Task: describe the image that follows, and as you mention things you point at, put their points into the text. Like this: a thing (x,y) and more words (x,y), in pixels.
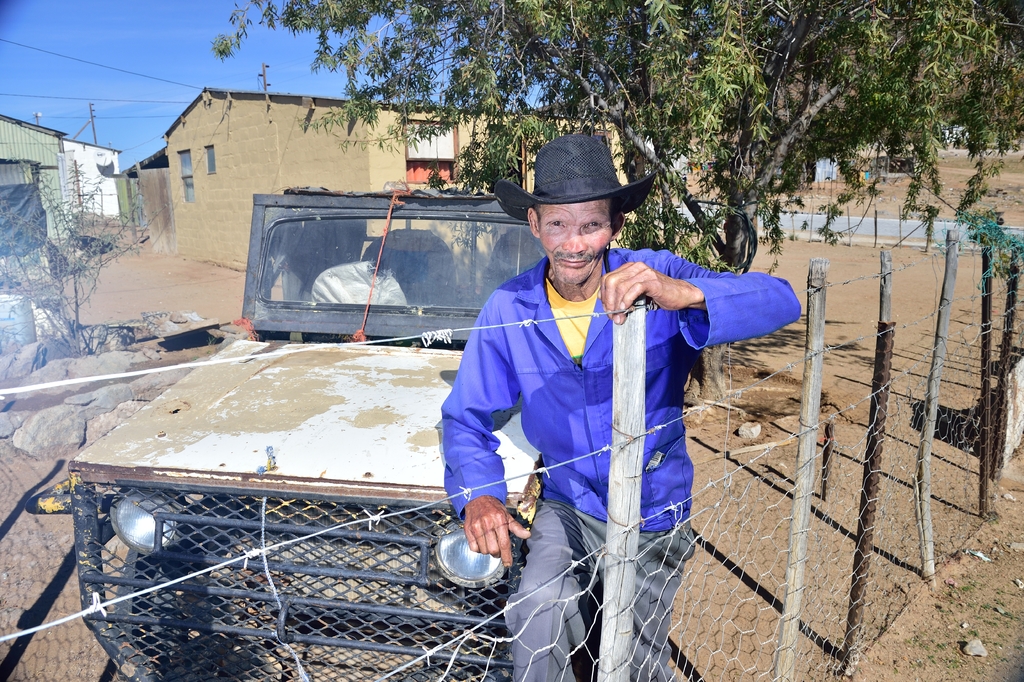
The person (528,340) wearing violet dress (608,386) placed one of his hand (651,299) on a fence (646,312) in front of him and another hand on a vehicle (496,419) behind him and there are few buildings (331,164) and trees (466,72) in the background (395,73).
